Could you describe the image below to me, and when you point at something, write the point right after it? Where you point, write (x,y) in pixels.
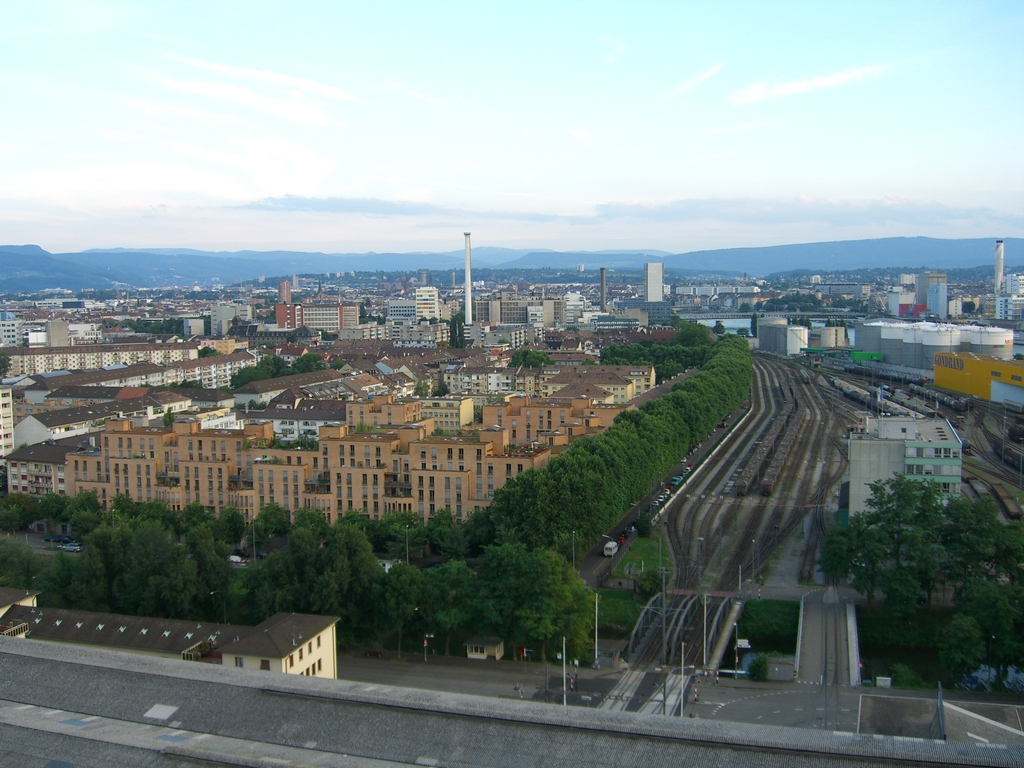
In this picture there is a top view of the city (440,496) full of many buildings (380,445) and trees (698,362). In the middle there is a road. On the right side (999,357) we can see some houses (885,425) and Industrial area (903,363). Behind we can see the mountains (323,271) and above there is a sky (432,59) and clouds (352,193).
